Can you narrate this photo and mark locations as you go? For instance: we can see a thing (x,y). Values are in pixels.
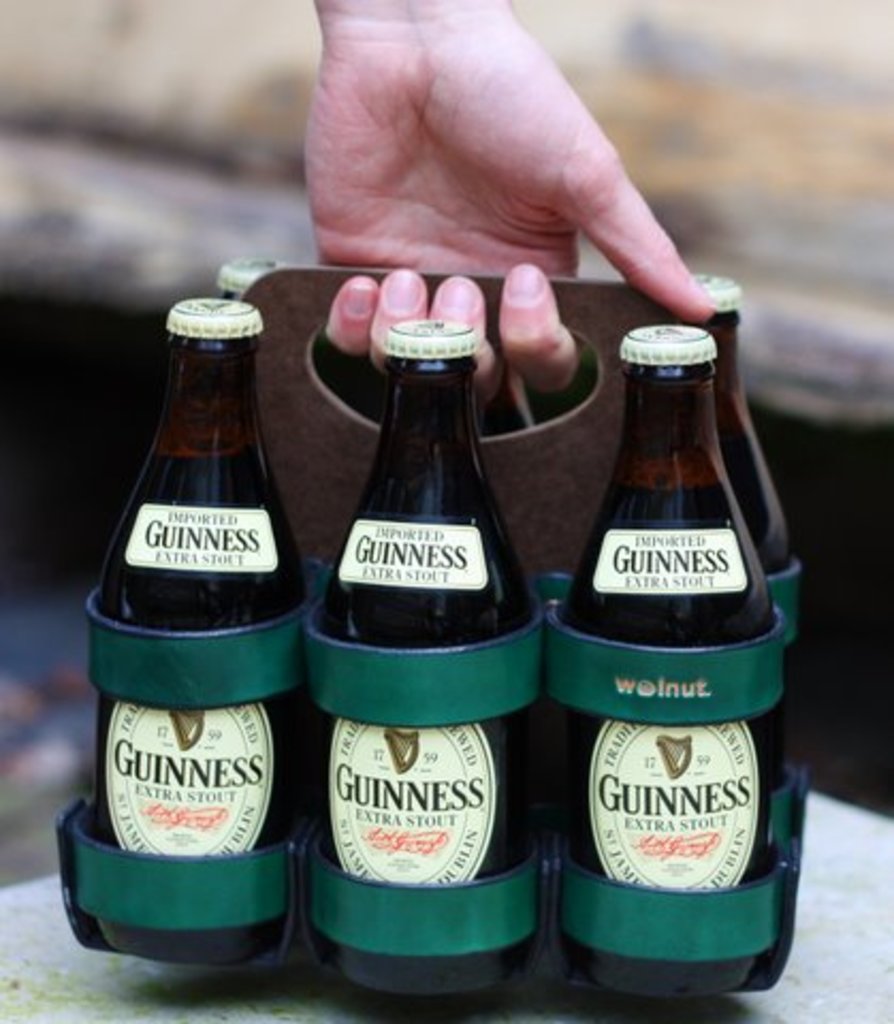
In this Image I see a person's hand (399,160) who is holding bottles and I see stickers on the bottles (420,614) on which there are few words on it.
